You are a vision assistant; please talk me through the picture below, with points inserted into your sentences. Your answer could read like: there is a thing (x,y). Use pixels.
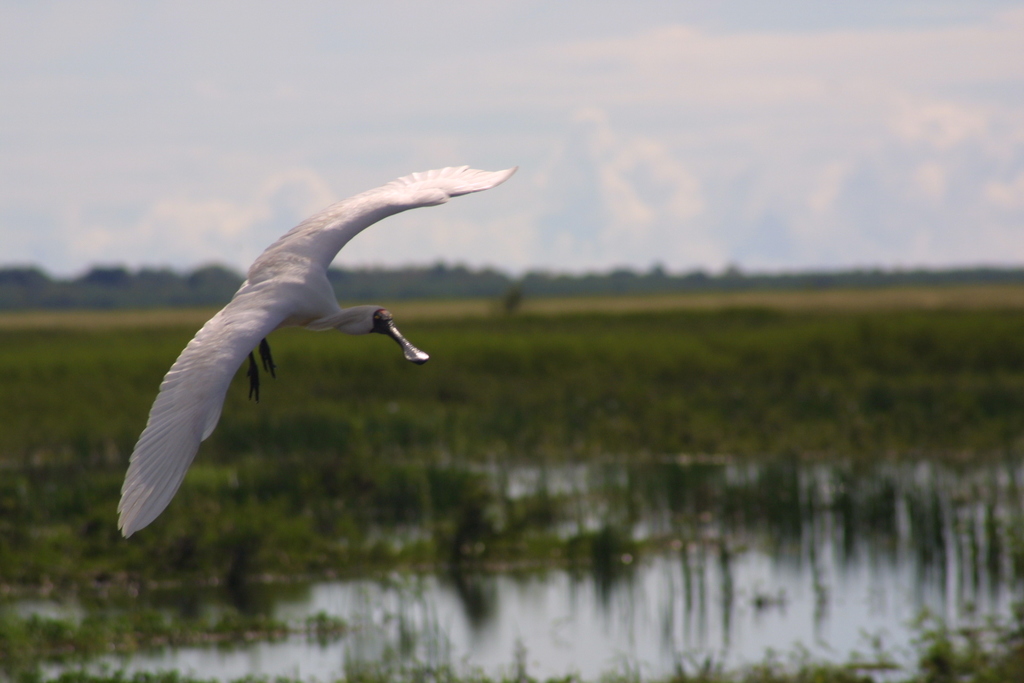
In this image we can see a spoonbill (144,472). In the background of the image (430,432) there are some trees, grass (414,394), water (519,476) and other objects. At the top of the image (519,199) there is the sky (464,226).
